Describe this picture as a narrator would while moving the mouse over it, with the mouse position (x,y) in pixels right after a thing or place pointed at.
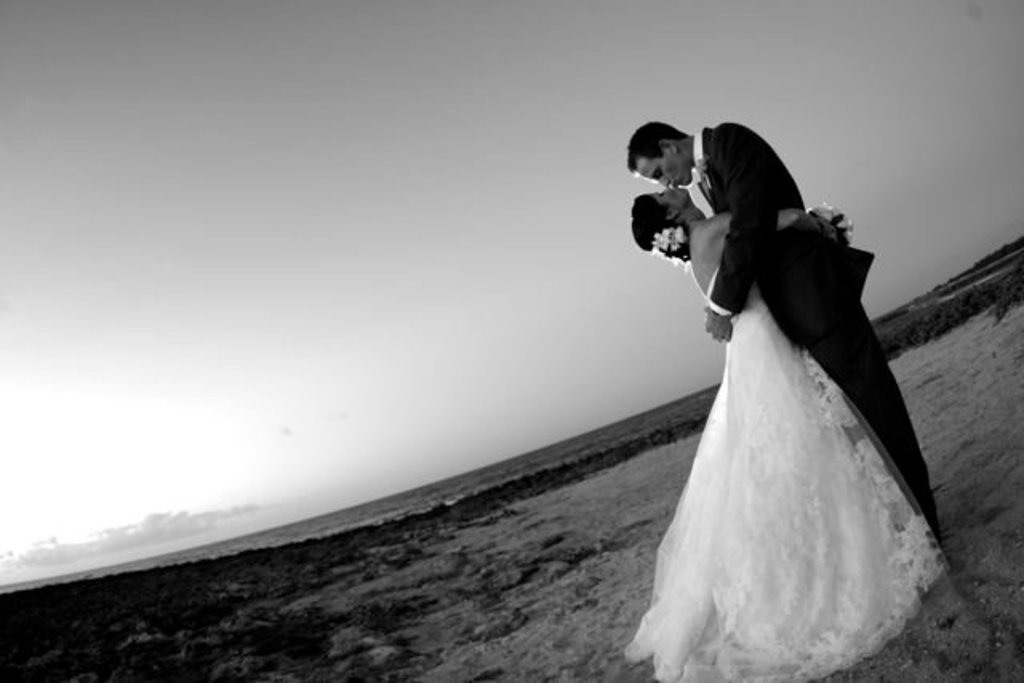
In this image in the front (725,394) there are persons (819,367) standing and hugging each other. In the background (507,513) there is sand (957,333) on the ground (932,373) and the sky (245,402) is clear.
